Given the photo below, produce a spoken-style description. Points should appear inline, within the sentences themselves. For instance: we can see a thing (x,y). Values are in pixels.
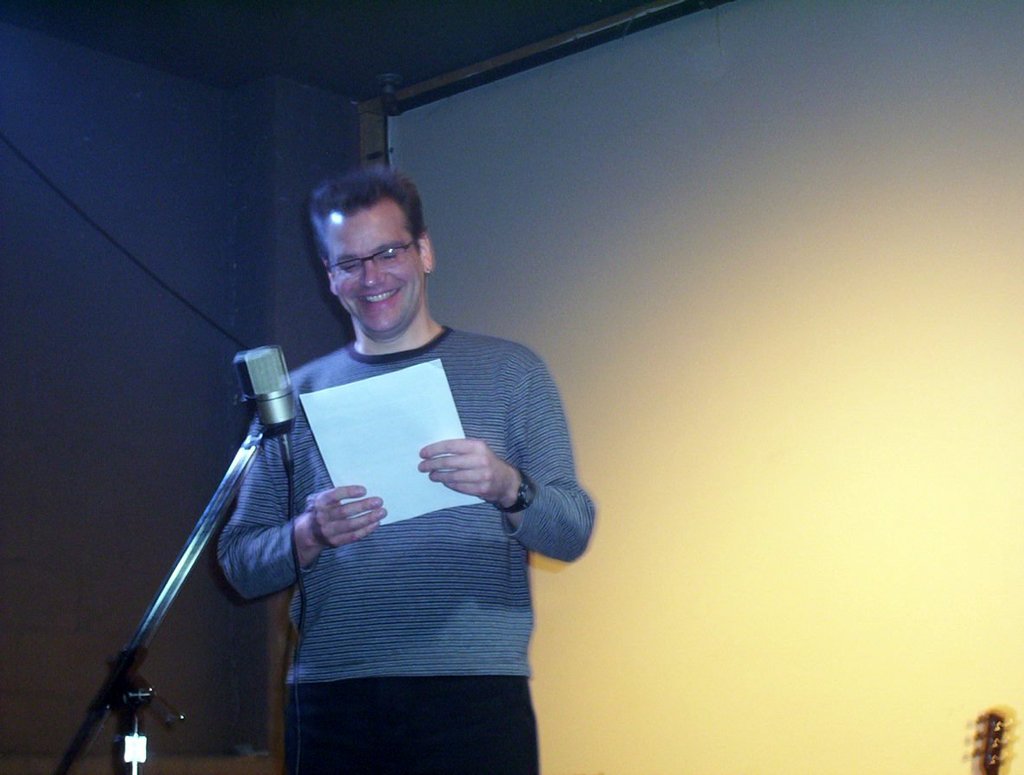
In this image I can see a man (305,421) is standing and I can see he is holding a white colour thing (413,386). I can see he is wearing a specs (345,271), a sweatshirt (468,376), a watch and I can also see smile on his face (377,319). In the front of him I can see a mic (202,522). In the background (394,124) I can see a projector screen (645,763) and on the left side of the image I can see a black colour wire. On the bottom right corner of the image (1006,760) I can see a guitar like thing (997,770).
